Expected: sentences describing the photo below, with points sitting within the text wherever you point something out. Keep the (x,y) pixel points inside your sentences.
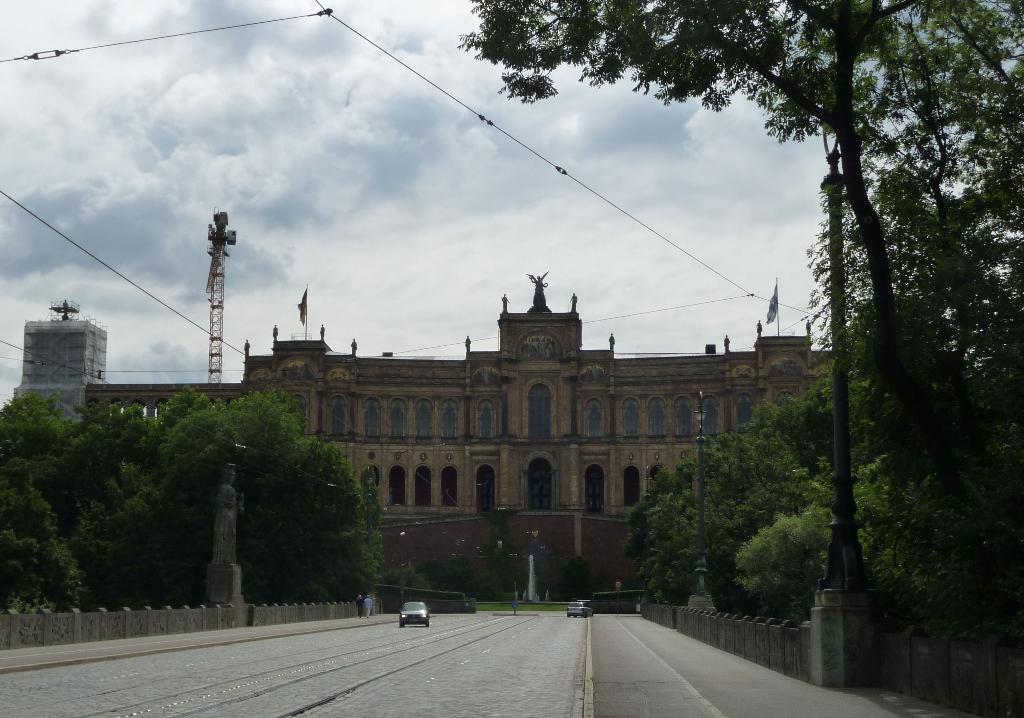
In the background of the image (259,357) there are buildings (92,370). At the bottom of the image (409,650) there is road (488,634). There are cars (425,606). To the both sides of the image there are trees (823,330). At the top of the image (267,112) there is sky (321,137).
